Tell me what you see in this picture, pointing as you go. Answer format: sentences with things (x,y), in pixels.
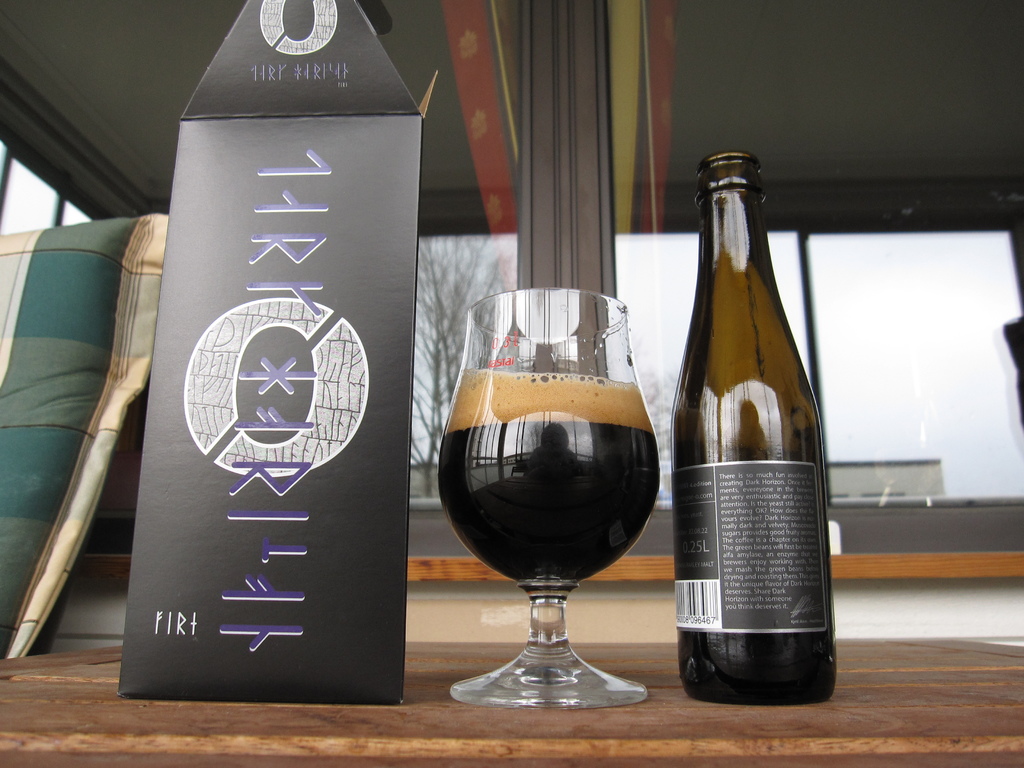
On the table (658,732) there is a bottle (726,532), a glass (560,481) with the liquid (564,468) and a black color box (296,442). In to the left corner (61,400) there is a pillow (21,430). And in the middle of the picture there is a pillar (570,161). And in the background (848,255) we can see windows (820,320) and trees (433,334).
